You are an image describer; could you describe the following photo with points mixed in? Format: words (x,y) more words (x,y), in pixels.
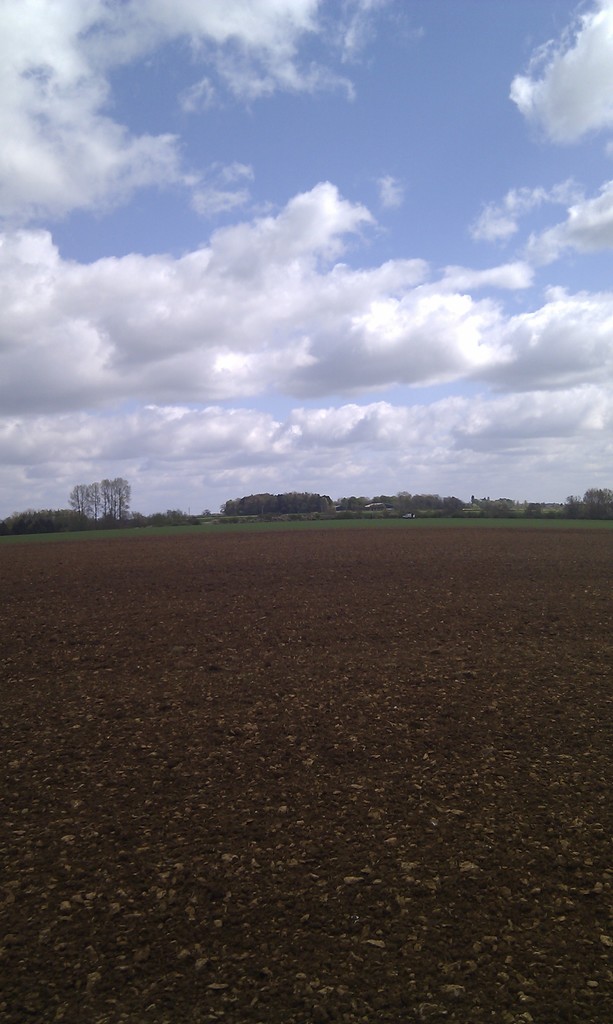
In this image, we can see trees (375,499) and at the bottom (312,757), there is ground (447,767). At the top (180,205), there are clouds (304,242) in the sky (291,347).
